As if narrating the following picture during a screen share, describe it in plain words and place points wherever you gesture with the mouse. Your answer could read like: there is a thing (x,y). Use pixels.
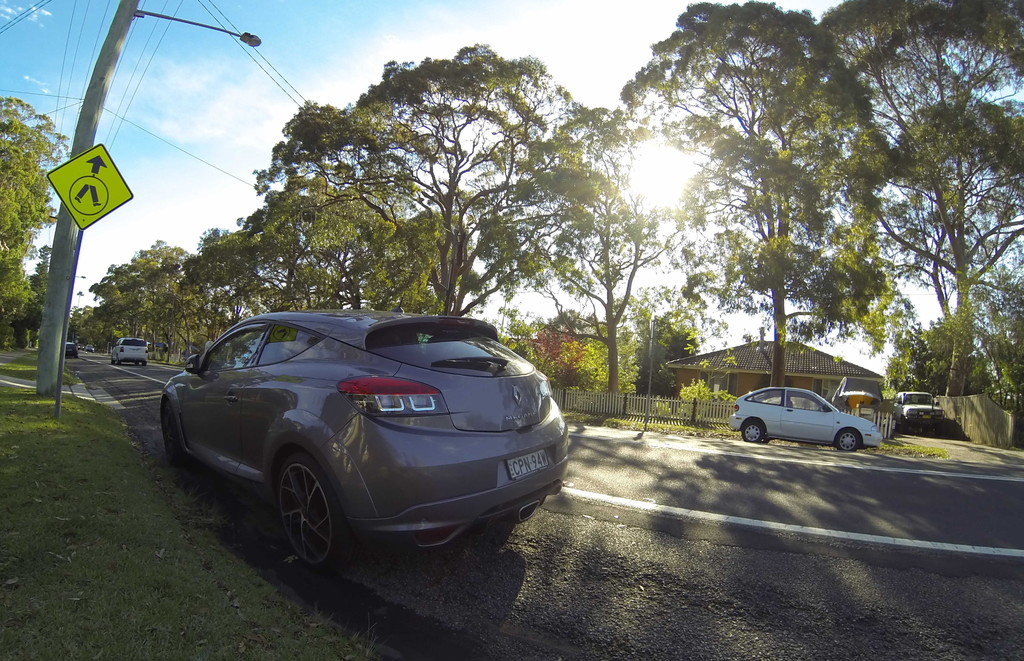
In this image, we can see road (129,367) in between trees (45,217). There is a pole (57,311) on the left side of the image (56,330). There is a shelter house (720,365) in the middle of the image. There are cars (396,437) on the road (153,361). In the background of the image (668,183), there is a sky (659,166).
